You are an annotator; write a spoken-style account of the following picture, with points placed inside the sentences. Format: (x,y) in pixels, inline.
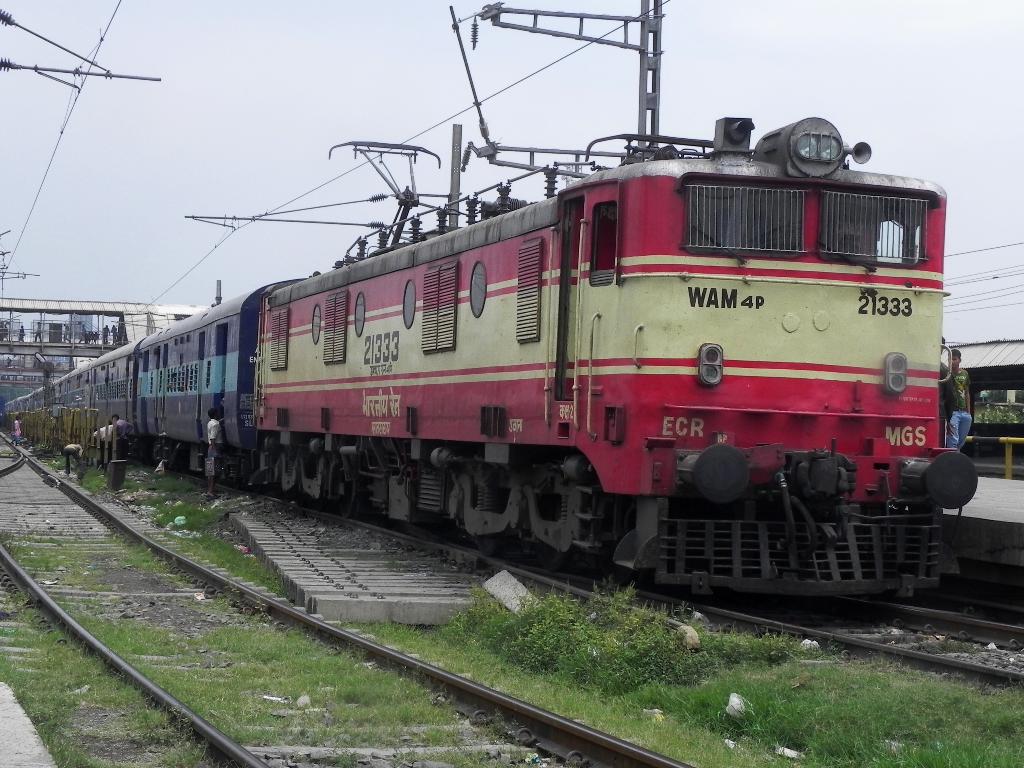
In this image we can see a train (652,391) and there is some text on it. There are few people (956,402) at the right side of the image (963,386). There are few people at the left side of the image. There is a bridge (92,326) at the left side of the image (91,332). We can see few plants (763,658) in the image. There is a grassy land (595,680) in the image. There are few electrical cables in the image. There are few railway tracks (354,715) in the image.
